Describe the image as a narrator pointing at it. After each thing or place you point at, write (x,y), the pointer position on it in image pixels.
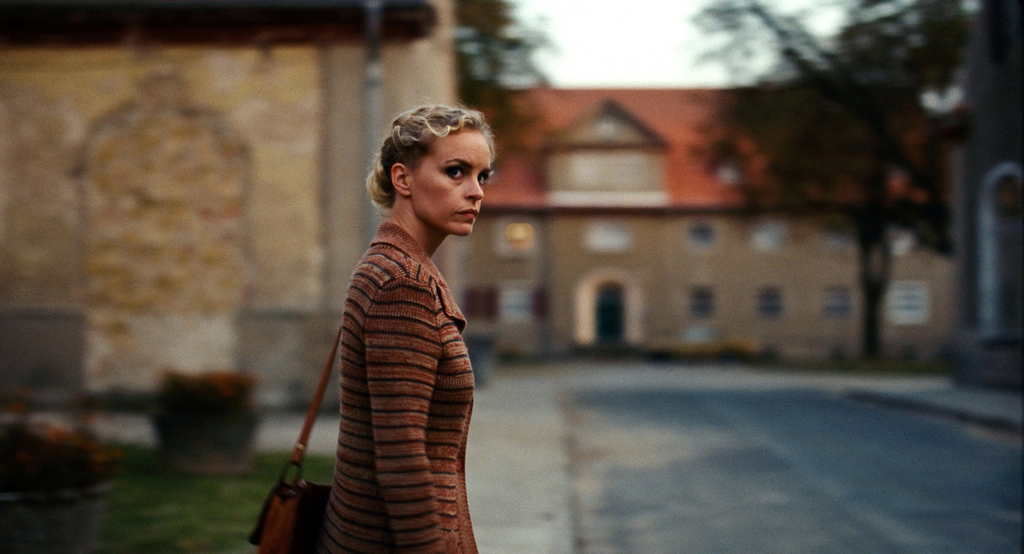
In the center of the image (399,272), we can see a lady (420,271) standing and wearing a coat (341,401) and a bag (323,381). In the background (356,107), there are sheds (204,104) and we can see trees (846,78) and some other objects (231,394). At the bottom (677,447), there is a road (735,467) and at the top (594,39), there is sky (574,48).
